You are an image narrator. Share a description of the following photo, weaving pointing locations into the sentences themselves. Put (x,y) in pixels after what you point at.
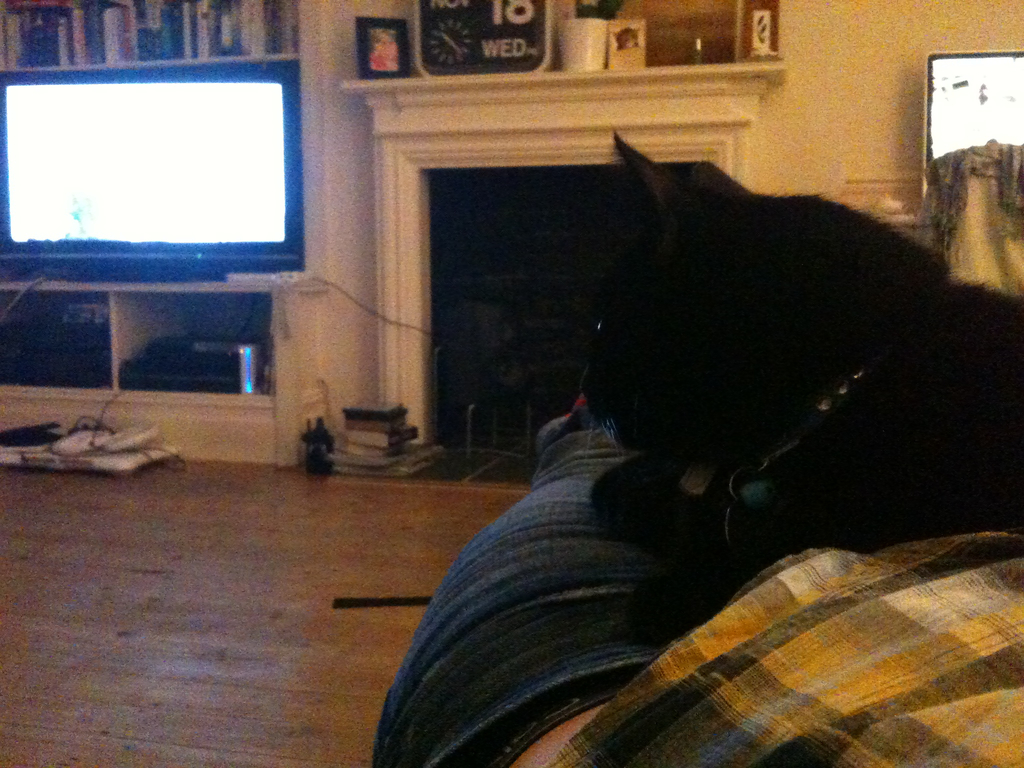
In this image I can see a black color of animal (644,164) sitting over here. In the background (466,379) I can see television (42,98), fireplace (474,216), photo frame (370,40) and a clock (458,35).
